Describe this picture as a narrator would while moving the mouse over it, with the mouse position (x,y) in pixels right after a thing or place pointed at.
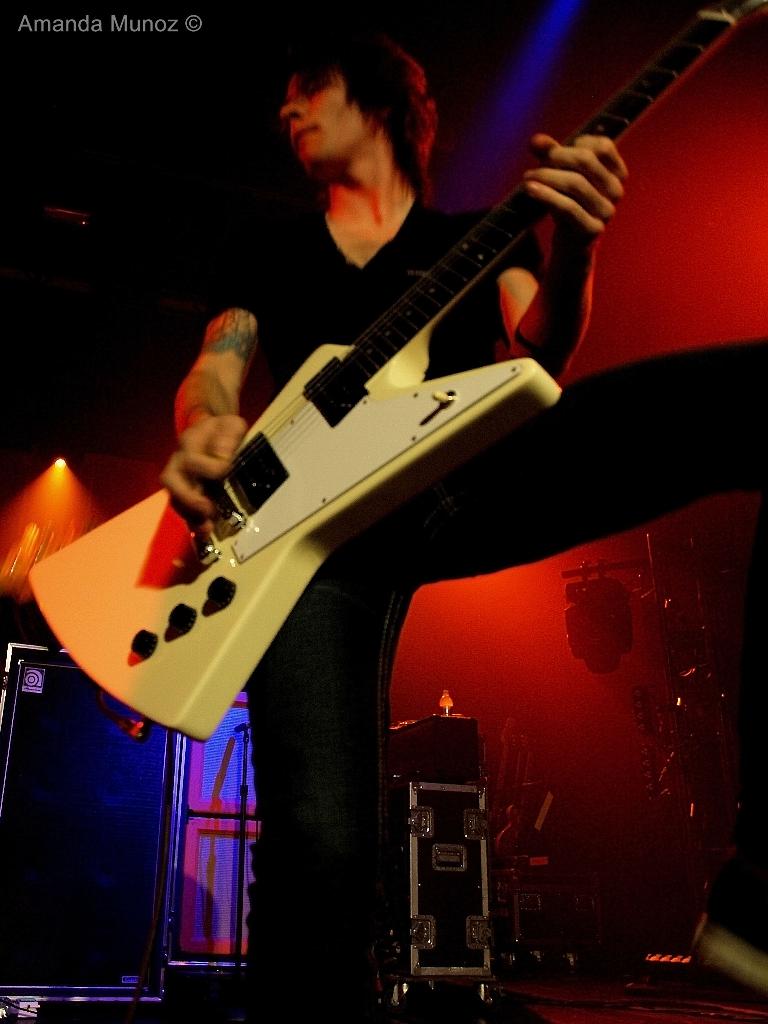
In this picture we can see men (409,257) standing and holding guitar (660,67) with his hand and playing it and in the background (80,695) we can see wall (482,663), box (484,834), door (210,823), rods (214,810), speakers (111,791), light (46,492) and it is dark.
